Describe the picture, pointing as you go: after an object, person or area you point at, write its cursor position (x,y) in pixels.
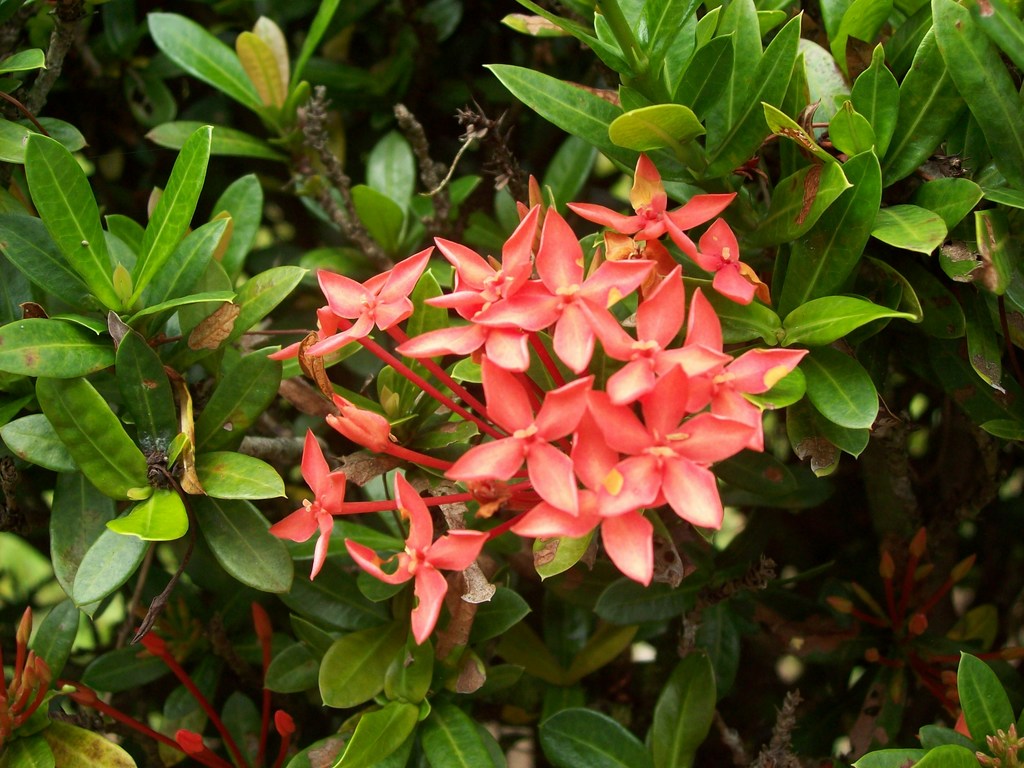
In this picture we can see many orange flowers (634,224) on the plant (257,388). In the bottom left corner (38,668) we can see the flower buds (166,661). On the left (140,116) we can see many leaves (271,44).
